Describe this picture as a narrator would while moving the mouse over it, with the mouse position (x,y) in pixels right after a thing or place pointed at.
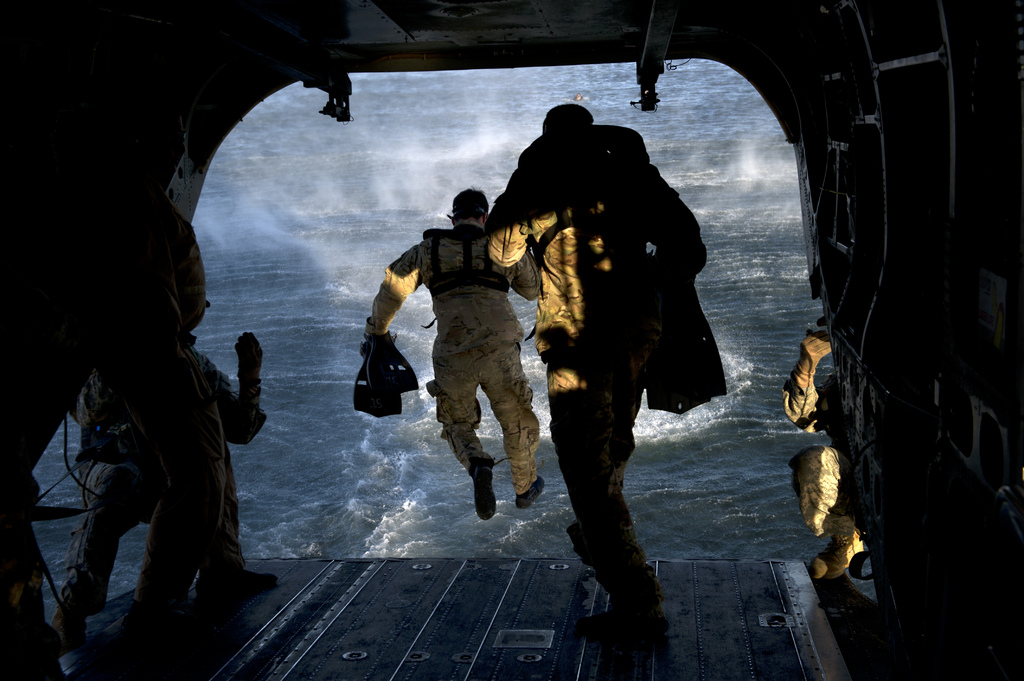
In this picture I can see people (201,389), water (284,399), roof (640,45) and walls (942,282). These people (621,292) are holding objects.
